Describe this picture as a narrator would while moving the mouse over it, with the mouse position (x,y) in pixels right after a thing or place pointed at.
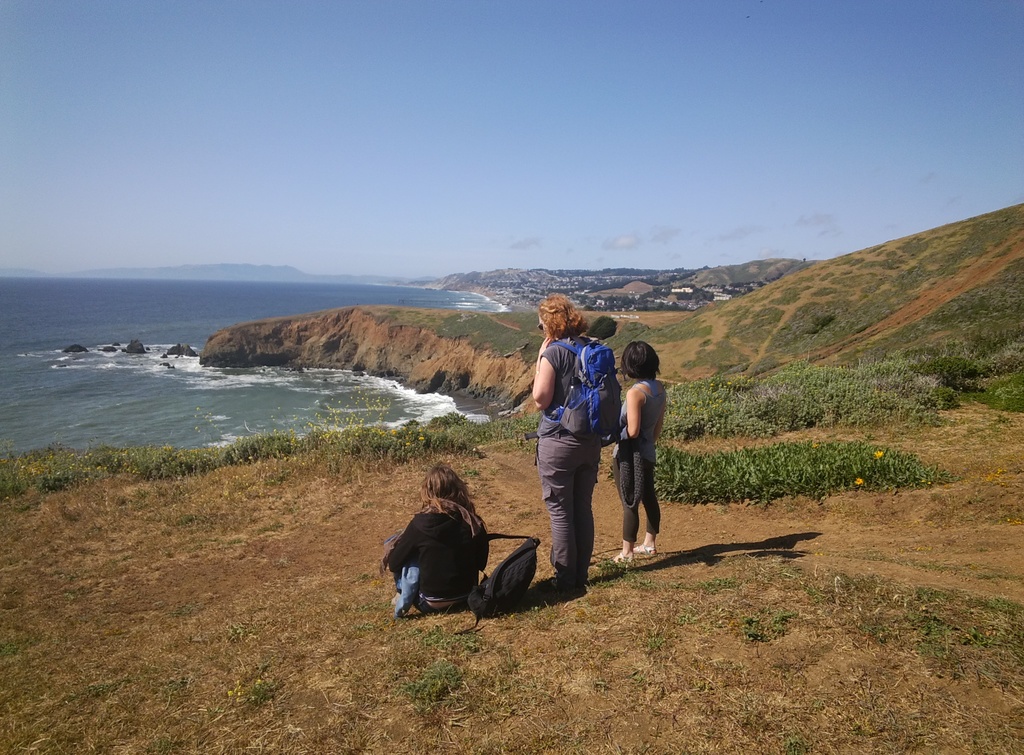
This is an ocean (157,333). These 2 persons (548,409) are standing. This persons (562,469) wore a bag (594,388). This person (452,500) is in a squat position and holding a bag (516,582). These are plants (809,459).
